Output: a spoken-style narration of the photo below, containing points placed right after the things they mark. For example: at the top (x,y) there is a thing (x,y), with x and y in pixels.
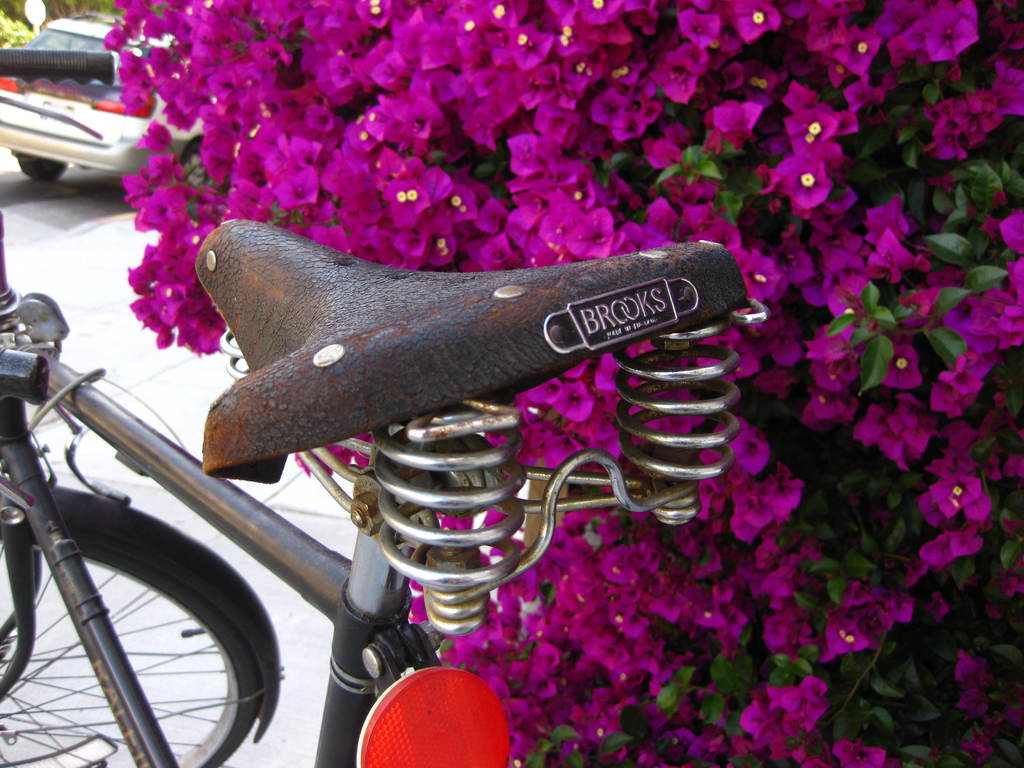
There is a cycle (308,425) and behind the cycle (77,435) there are pink flowers (378,108) and in the left side (13,85) there is a car (24,127).
